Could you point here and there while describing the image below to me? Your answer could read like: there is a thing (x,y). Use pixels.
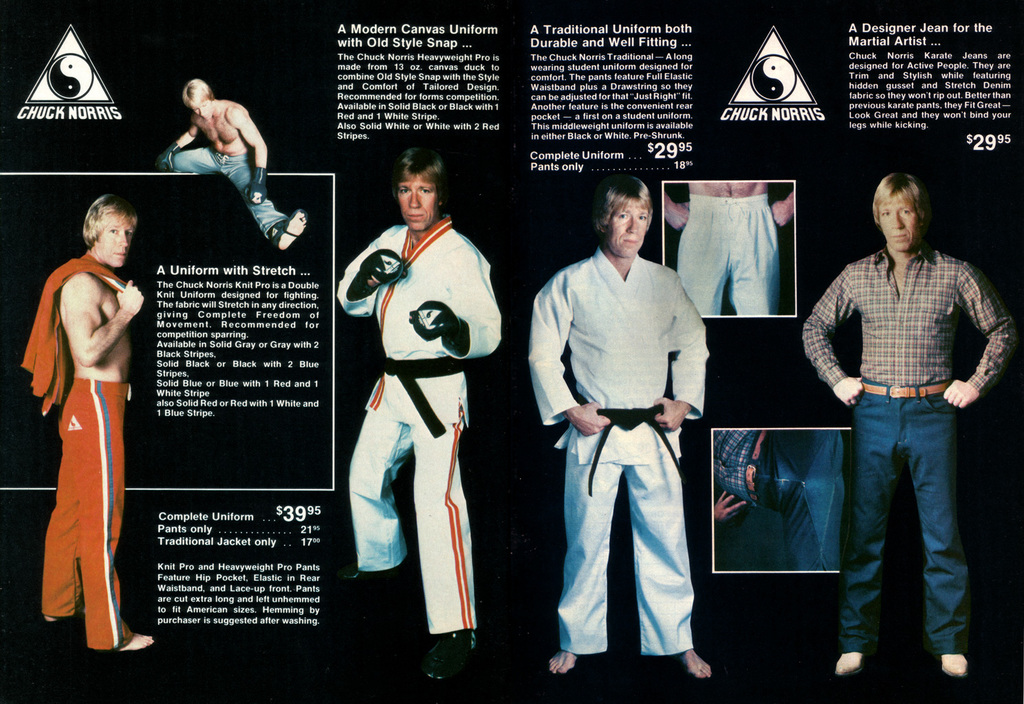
This is a poster and in this poster we can see men (883,268) in different positions and some text (905,62).
